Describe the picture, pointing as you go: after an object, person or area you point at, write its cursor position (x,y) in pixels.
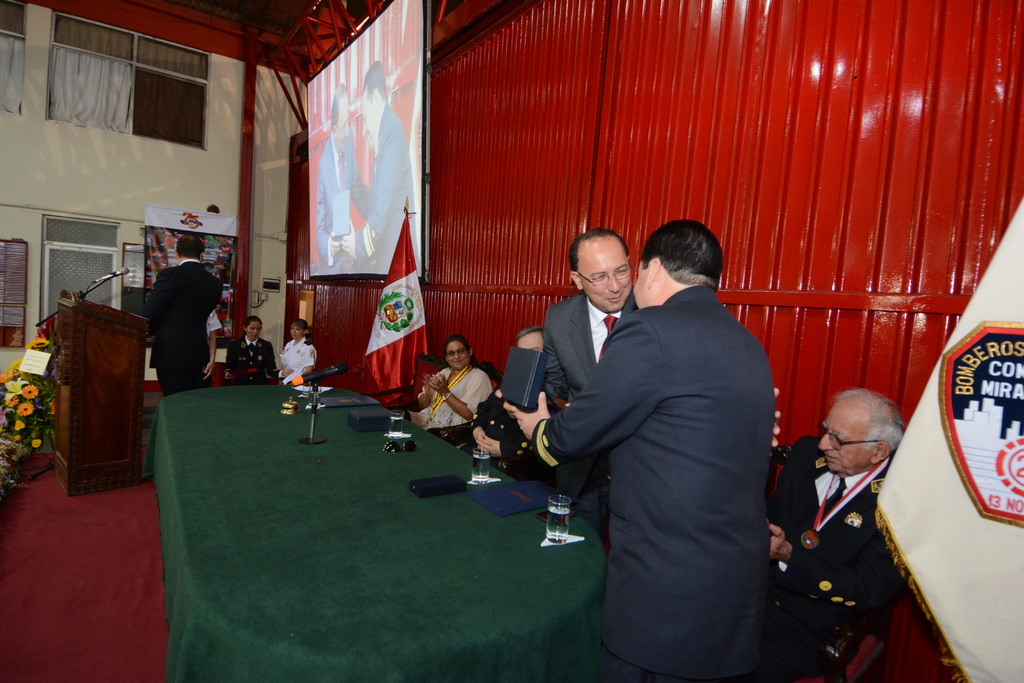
In this image there are a few people (446,371) sitting on the chairs (421,384) at the table (270,515). There is a cloth (239,495) spread on the table (243,568). On the table (320,472) there are boxes (358,411), glasses (402,425) and a microphone (300,376). Behind the table (194,405) there is a podium (88,337). There is a man (169,326) standing at the podium (126,340). In front of the podium (81,355) there are flowers (22,399). Behind the podium (89,366) there is a wall (96,167). There are windows (69,220) and banners (172,227) on the wall (110,167). In the foreground (623,304) there are two men (609,346) standing. They are holding a box (526,395) in their hands (544,405). Behind them there is the wall (520,90). There is a projector board (387,147) hanging on the wall (517,110). There are flags (992,418) in the image.
